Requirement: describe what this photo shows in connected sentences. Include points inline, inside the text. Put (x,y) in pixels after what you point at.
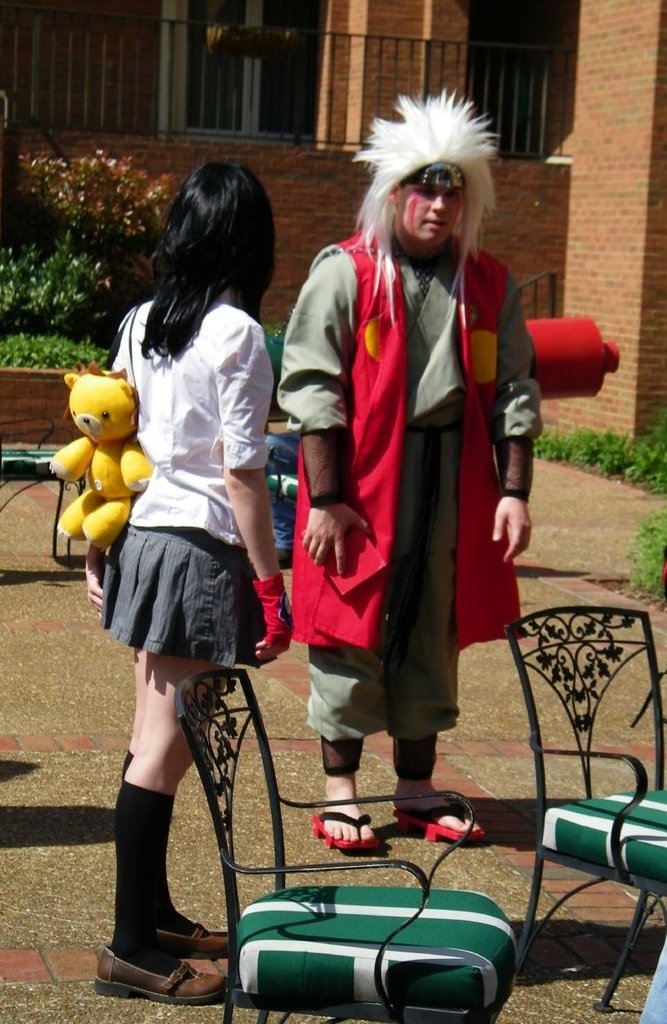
In this image, there are two persons (398,389) wearing clothes (473,353) and standing in front of the wall (292,217). There are plants (60,260) in the top left of the image (80,262). There is a chair (322,920) at the bottom (281,815) and in the bottom right of the image (538,805).
